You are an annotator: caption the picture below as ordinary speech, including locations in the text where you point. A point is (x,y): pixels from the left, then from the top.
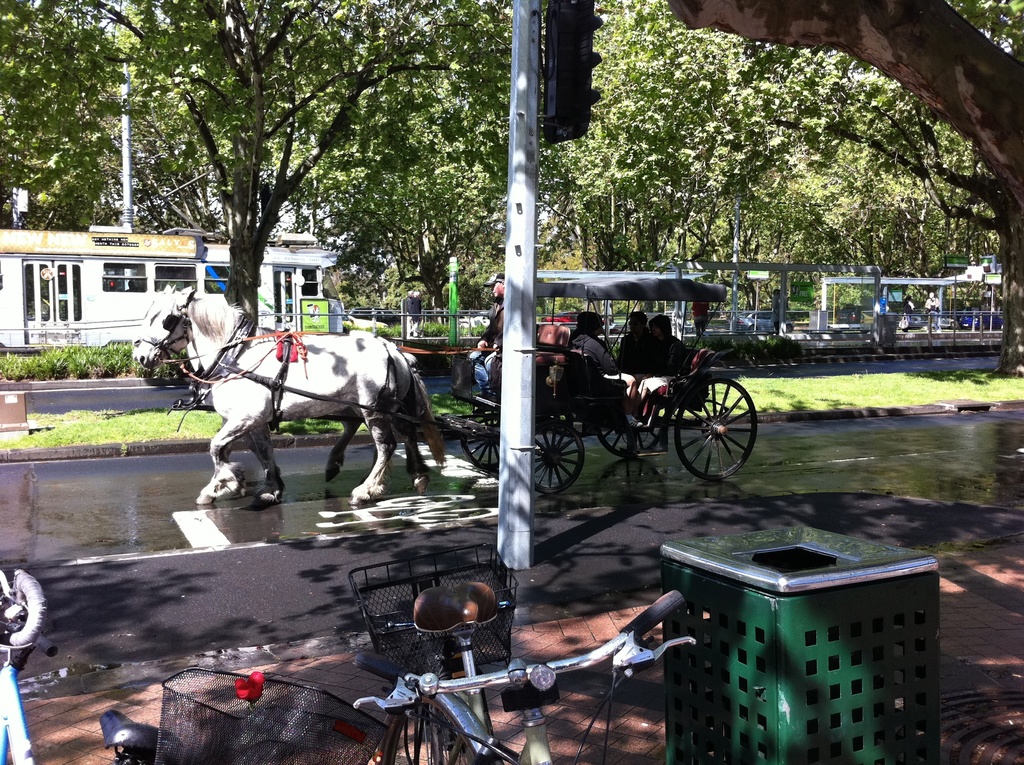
In the middle of the image (510,439) there is a traffic pole (519,559). In the middle of the image (499,282) few people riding a cart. In the middle of the image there is a horse (387,376). Top right side of the image (885,72) there is a tree (986,16). Bottom right side of the image (732,743) there is a dustbin (761,582). Bottom left side of the image (10,711) there is a bicycle (511,751). Top left side of the image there is some bushes (127,349) and grass (92,430).
